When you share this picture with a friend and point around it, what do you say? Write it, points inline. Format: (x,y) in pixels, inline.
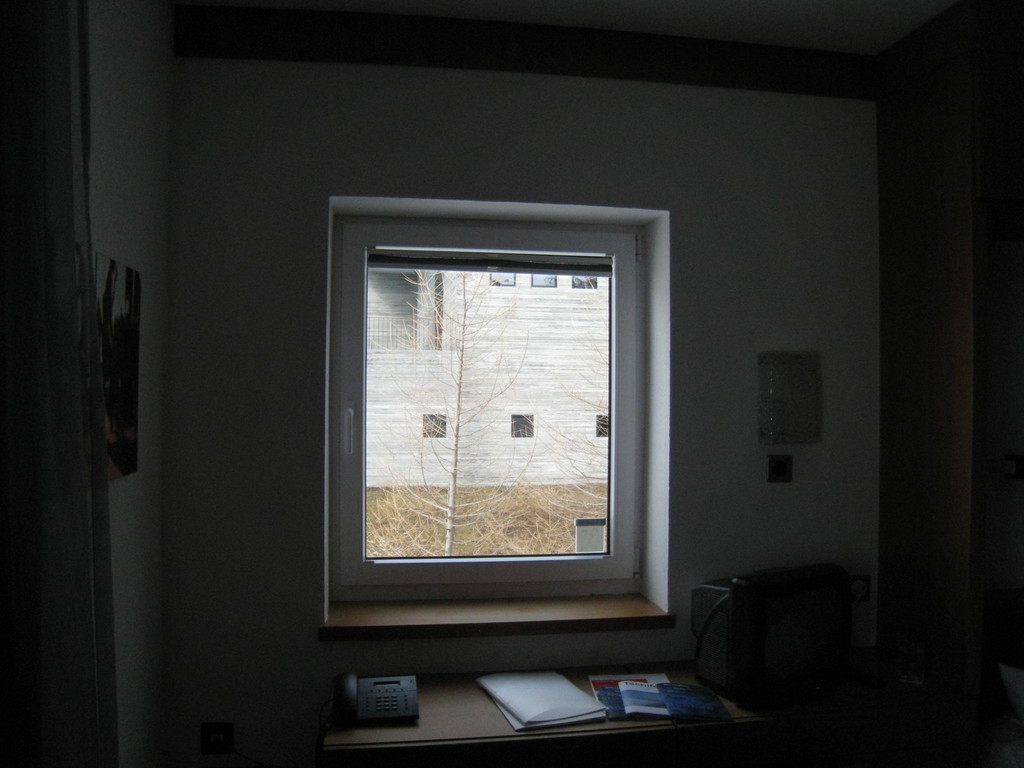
In the center of the image (615,301) there is a window (362,426). At the bottom (466,716) we can see table (479,724), telephone (387,706), papers (552,715). In the background (573,465) there is a building (483,438) and tree (442,463).
